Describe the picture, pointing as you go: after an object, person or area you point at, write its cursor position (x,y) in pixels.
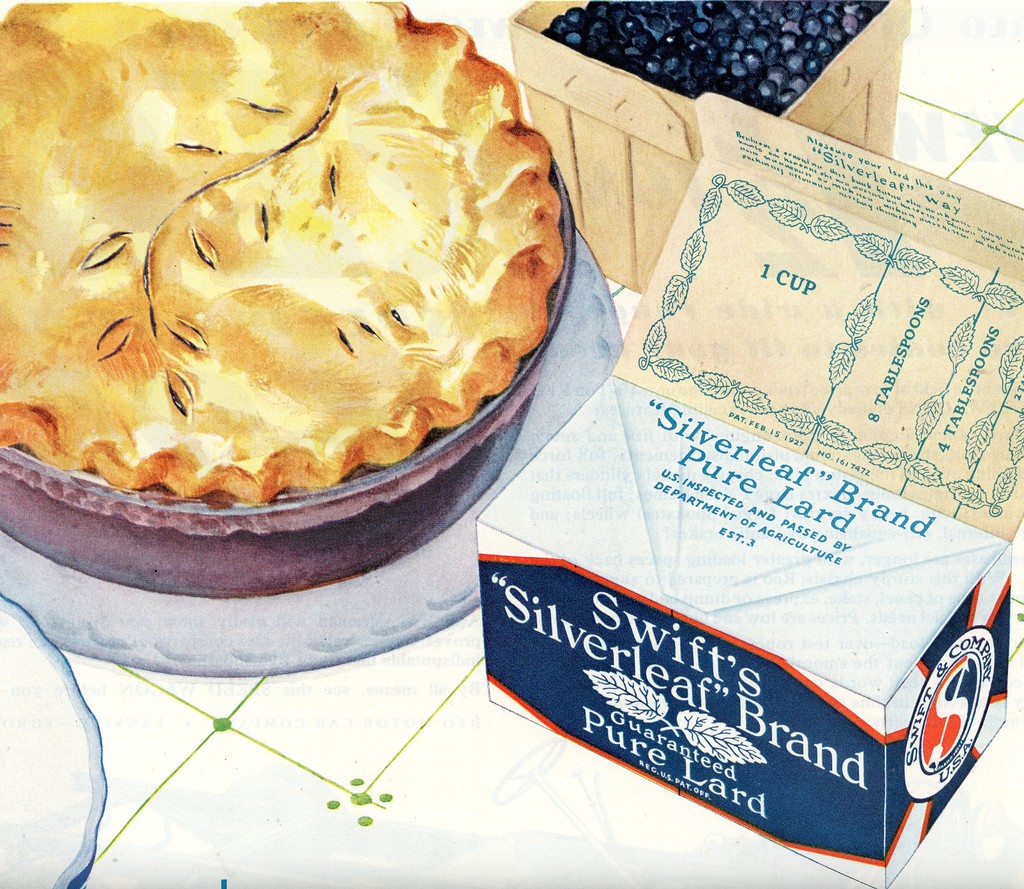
This picture shows food (437,403) in the plate (575,307) and we see a paper box (710,389) and a wooden box (635,156) on the floor (984,46).
